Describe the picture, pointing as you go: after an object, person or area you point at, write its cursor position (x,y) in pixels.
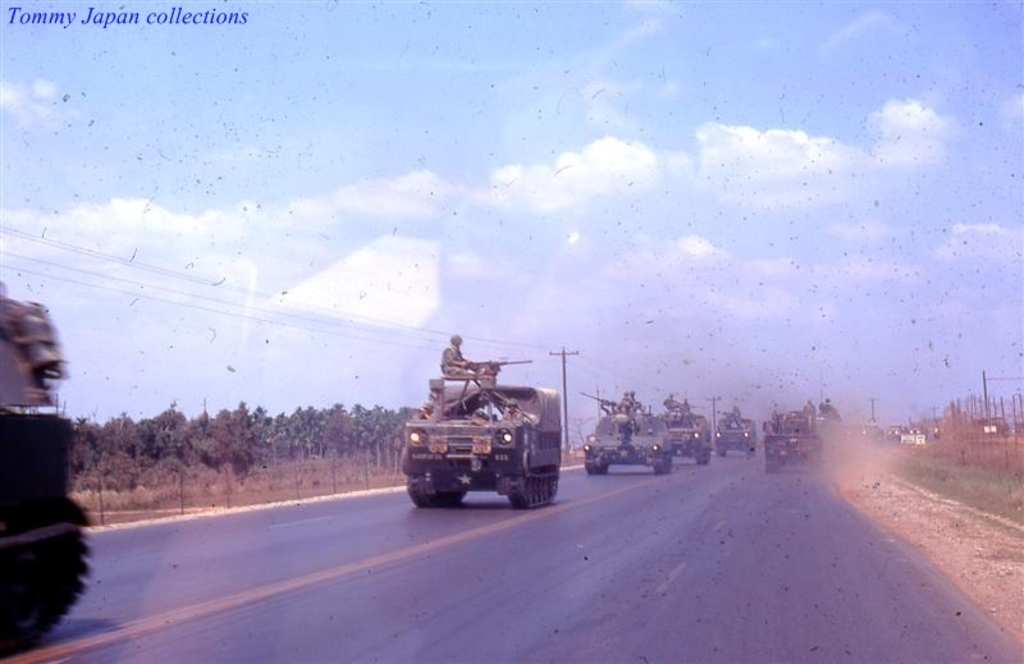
In this image we can see some vehicles (615,453) on the road (571,553). We can also see some people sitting inside it. On the backside (342,427) we can see a group of trees (355,440), a fence (333,467), utility poles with wires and the sky (441,247) which looks cloudy.
